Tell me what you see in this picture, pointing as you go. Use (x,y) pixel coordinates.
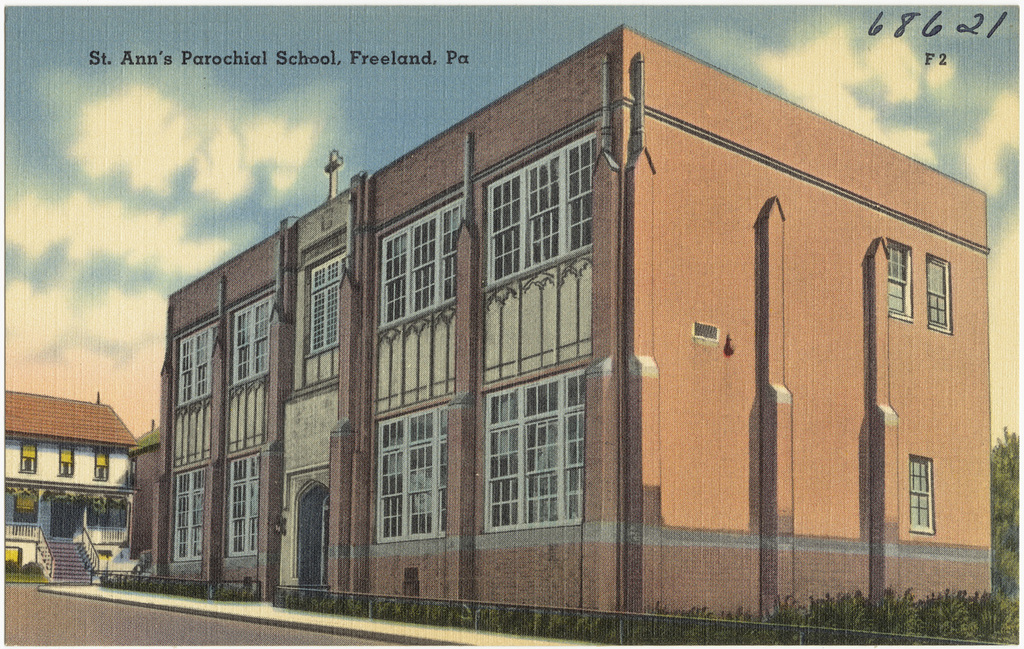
In the image we can see the poster (537,245) in the poster (537,245) we can see buildings (257,397), plants (966,607), stairs (87,576), road (109,611) and the sky (174,172).
